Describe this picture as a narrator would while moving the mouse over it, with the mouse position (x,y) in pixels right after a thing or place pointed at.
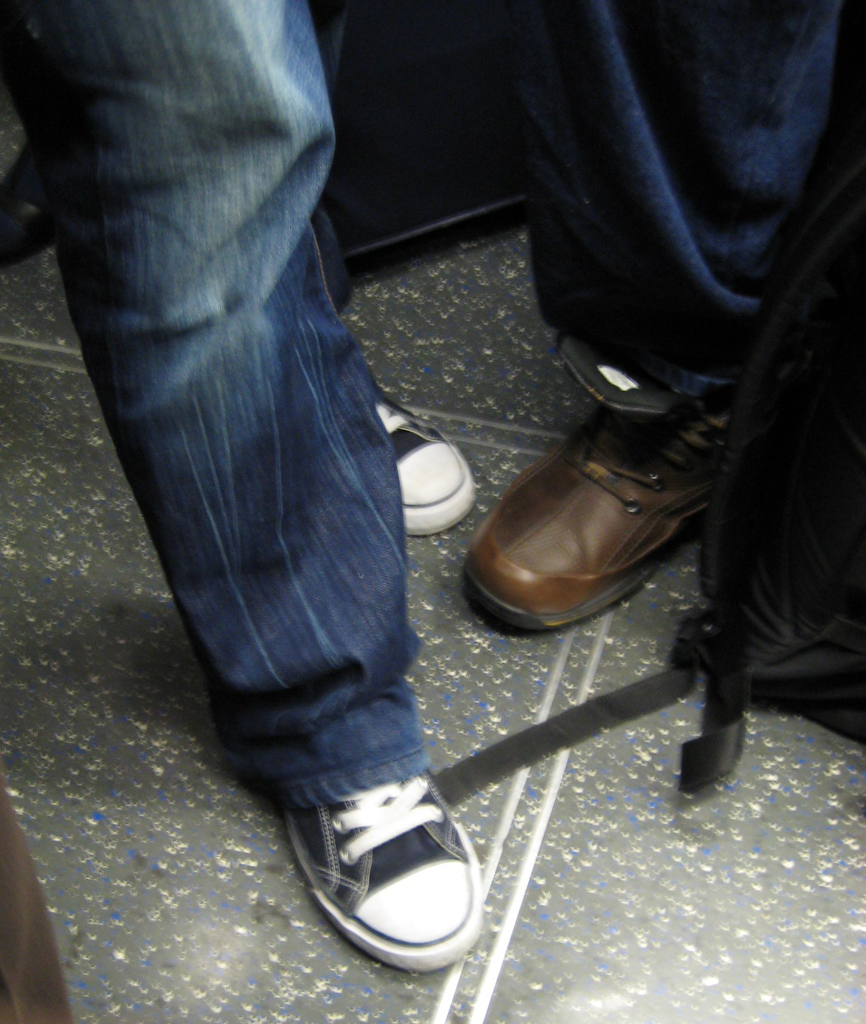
In this image we can see legs (732,243) of some persons (751,144). In the right side of the image (814,561) we can see a bag (796,557) placed on the ground (648,798).
